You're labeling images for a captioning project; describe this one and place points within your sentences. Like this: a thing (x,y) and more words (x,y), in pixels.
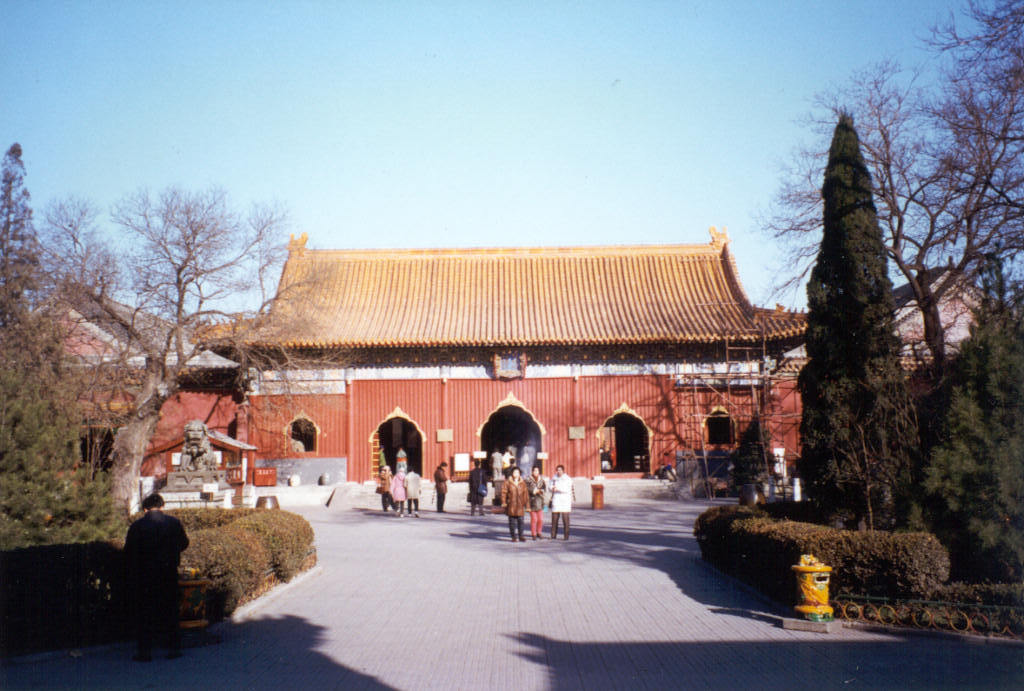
In this image we can see few persons (135,541) are standing on a surface (418,555), trees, plants (267,516), objects (478,452), statue (186,444) on a platform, houses (641,349), poles (723,376), roofs (491,273) and sky (504,116).
